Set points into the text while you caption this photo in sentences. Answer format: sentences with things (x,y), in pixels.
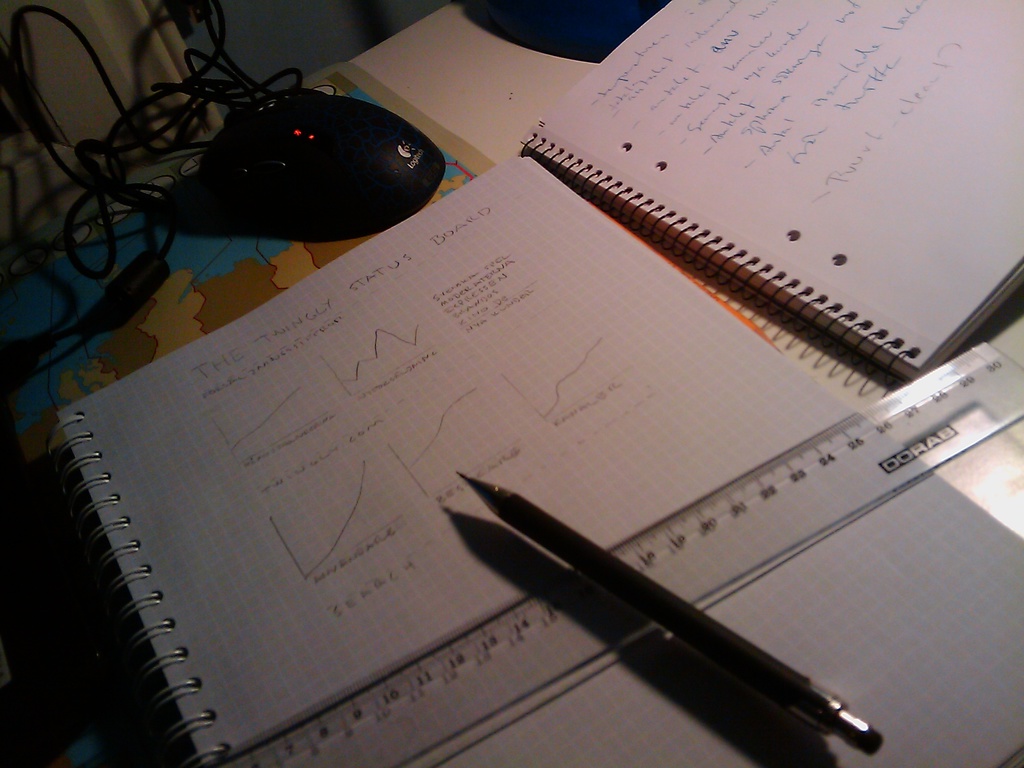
In the center of the image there is a table (144,756). On which there is a book (104,527). There is a pen (548,545). There is scale (310,722). There is a mouse (372,198).
